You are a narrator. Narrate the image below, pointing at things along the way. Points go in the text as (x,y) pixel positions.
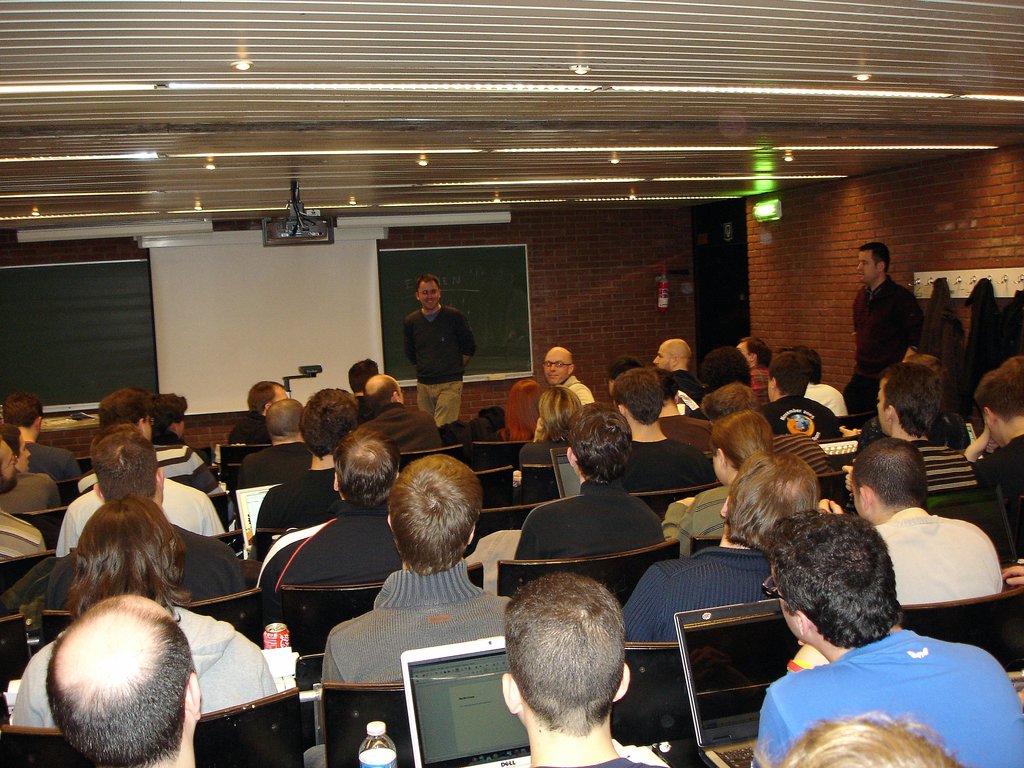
In this picture there are people (383,391) sitting on chairs (364,589) and there are two men (428,377) standing and we can see hanger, board (514,330), white banner (293,326) and wall (540,267). At the top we can see lights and projector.
